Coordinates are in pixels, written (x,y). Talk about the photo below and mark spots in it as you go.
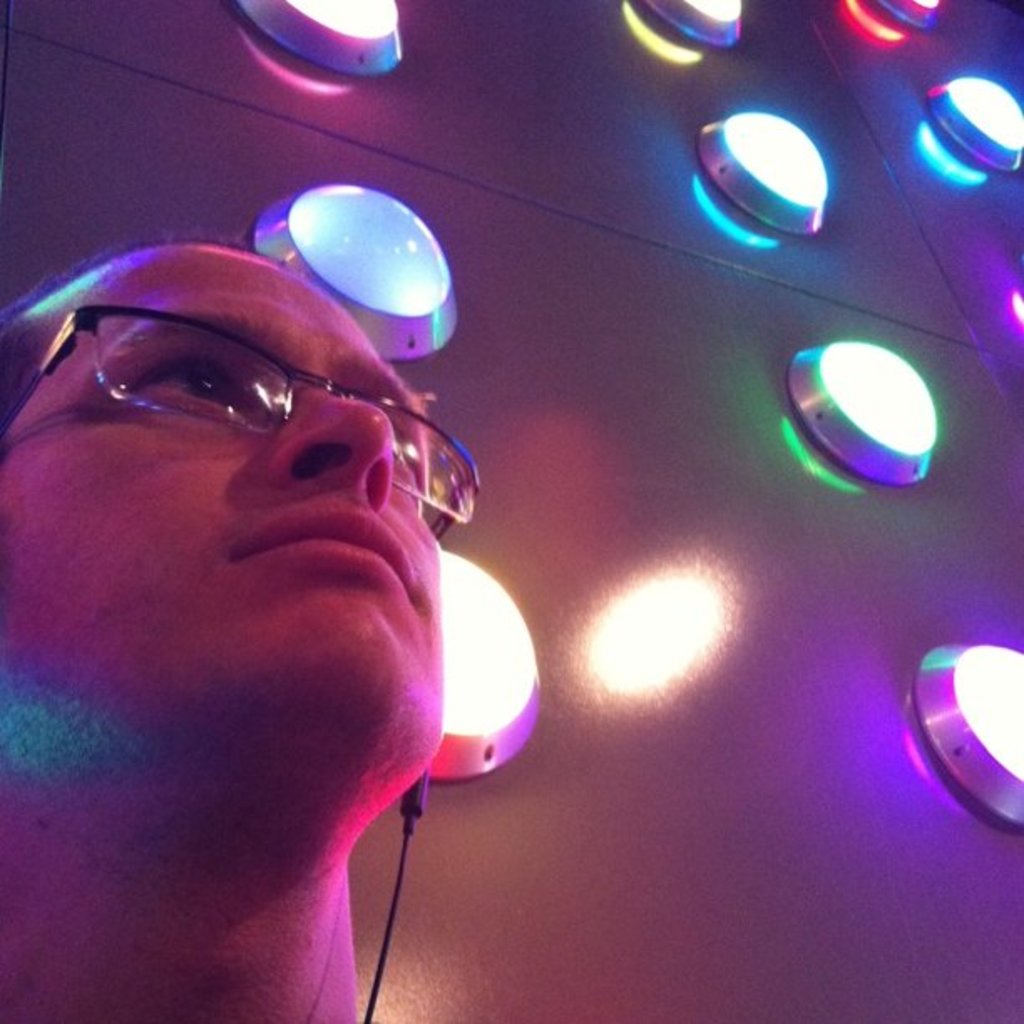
In this picture I can see a man (318,618) on the left side (248,617) wearing spectacles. I can see decorative lights (751,206) on the right side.
